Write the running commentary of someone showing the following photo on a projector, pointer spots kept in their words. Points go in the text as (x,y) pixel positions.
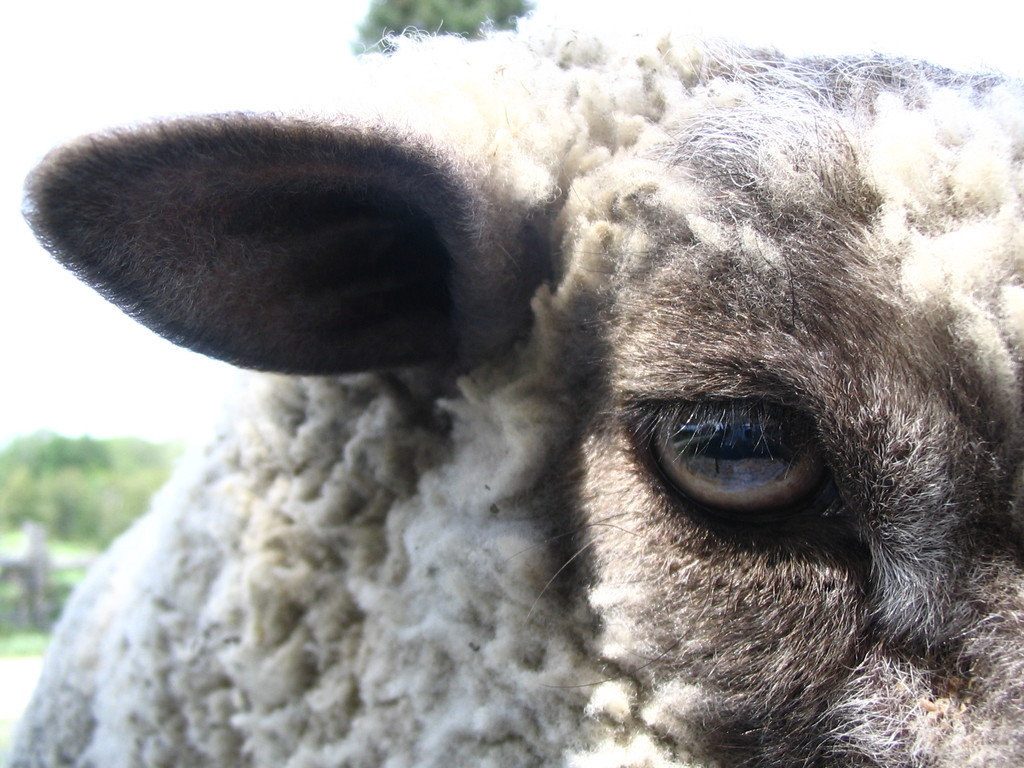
As we can see in the image in the front (487,224) there is a white color sheep (457,487) and in the background (36,509) there are trees (30,508).
